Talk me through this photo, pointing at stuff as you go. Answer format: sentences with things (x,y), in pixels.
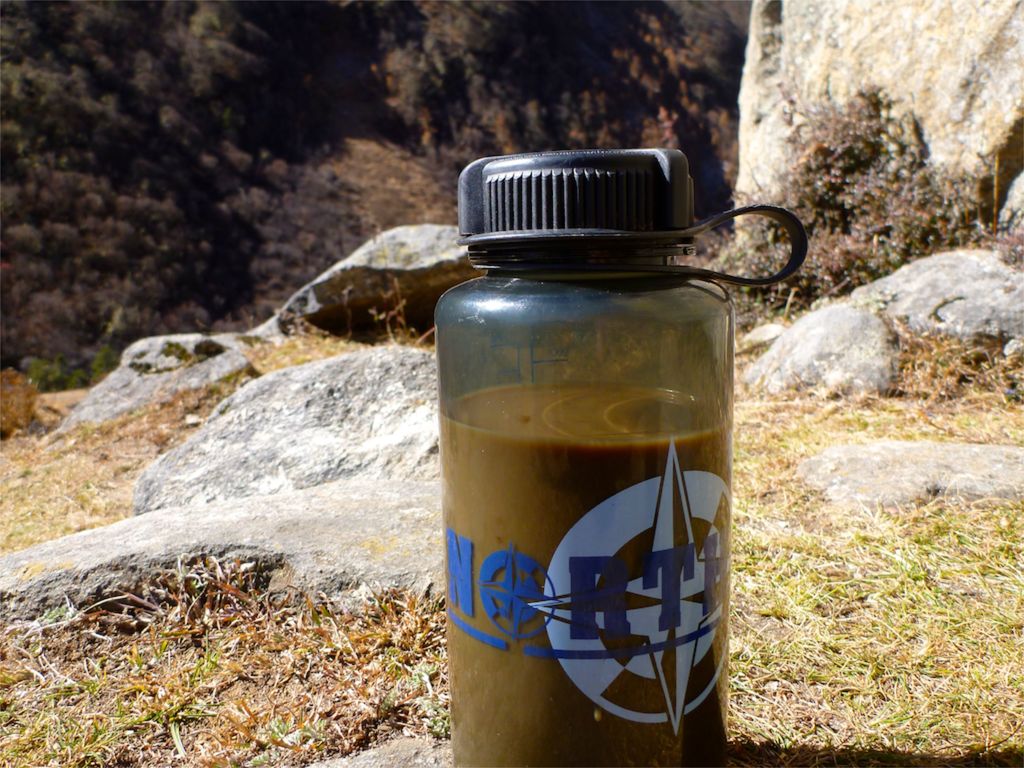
The bottle (569,457) placed on a floor (380,737). We can see in the background (380,451) stones (293,399) and trees (469,8).
